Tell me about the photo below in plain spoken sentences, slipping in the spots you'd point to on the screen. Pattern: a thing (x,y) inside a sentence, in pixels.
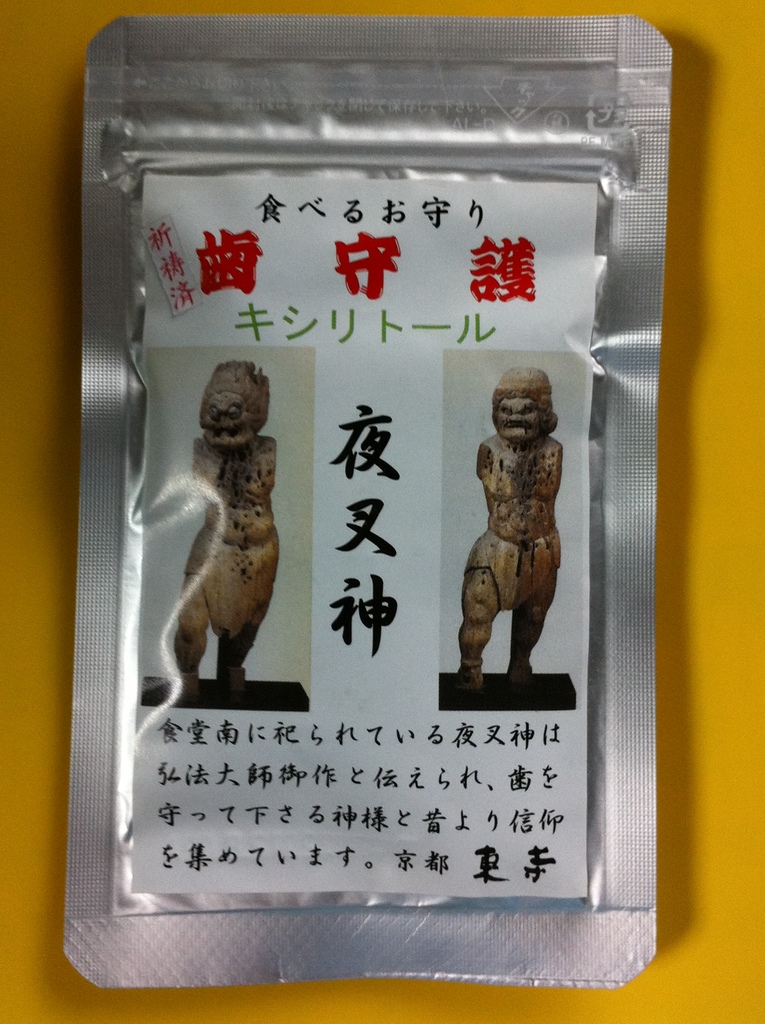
In this picture we can see a surface (302,756), on this surface (385,761) we can see statues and some text (415,770) on it and in the background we can see it is yellow color.
